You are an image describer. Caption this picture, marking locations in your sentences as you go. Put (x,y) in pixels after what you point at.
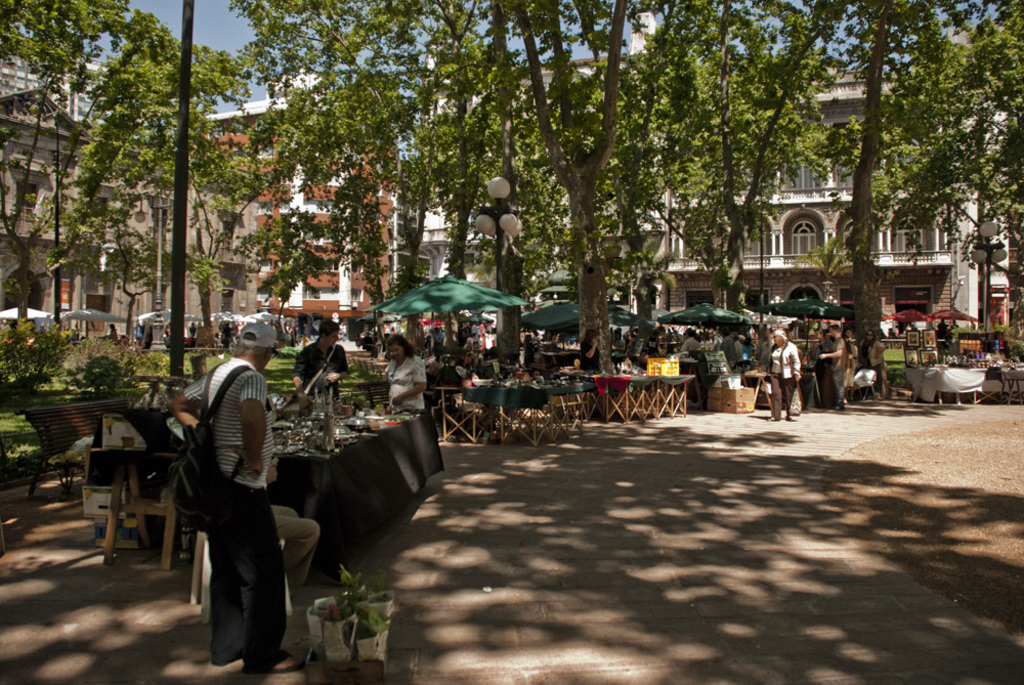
On the right side of the image (812,404) we can see shacks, chairs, tables (810,387) and persons (796,381). On the left side of the image (181,338) we can see trees (152,135), poles (181,182), shacks (229,320), tables (302,453) and chairs (84,444). In the background (784,247) there is a building (241,264), trees (248,147) and sky (226,44).
